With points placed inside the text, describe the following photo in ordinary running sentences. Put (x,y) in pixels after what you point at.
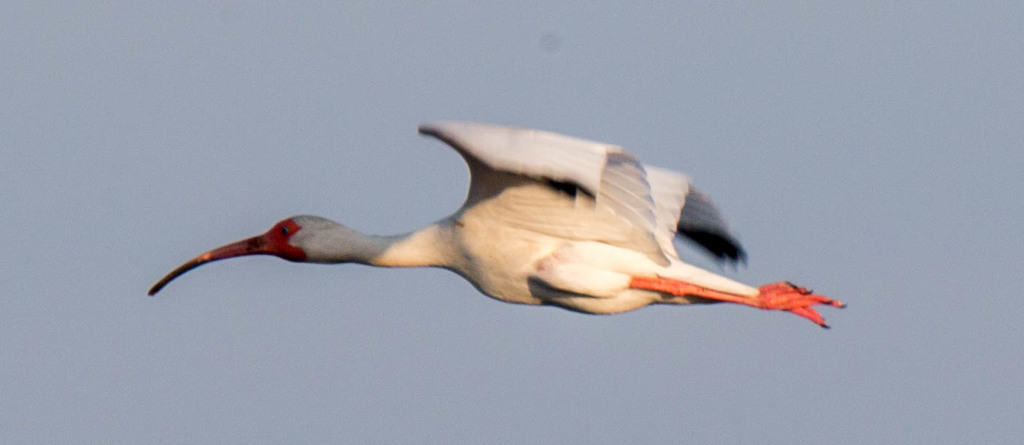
Here I can see a white color bird (455,224) is flying in the air (361,331) towards the left side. In the background (387,69), I can see the sky (177,104).
